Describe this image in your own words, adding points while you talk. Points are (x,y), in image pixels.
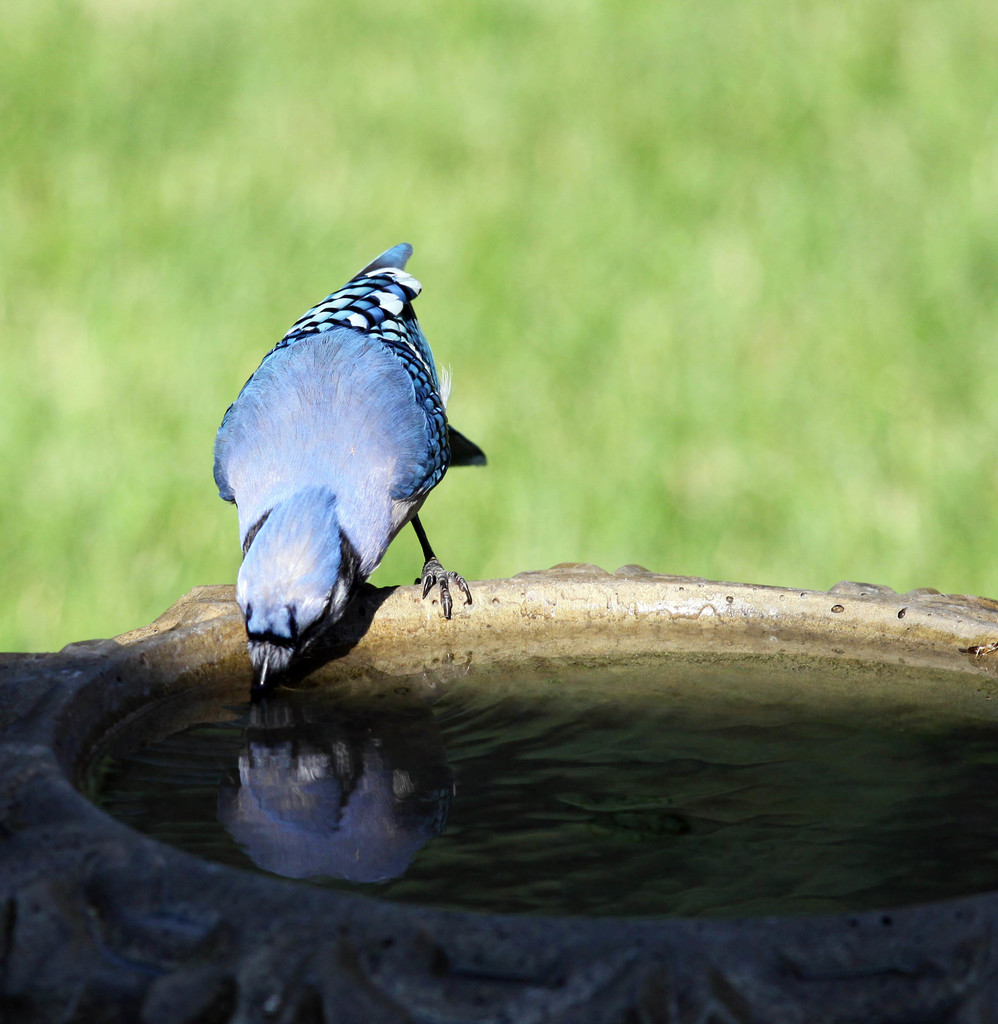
In this image I can see the bird (288,358) is drinking the water (770,782) and the bird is on the rock (538,586). Background (962,375) is in green color.
